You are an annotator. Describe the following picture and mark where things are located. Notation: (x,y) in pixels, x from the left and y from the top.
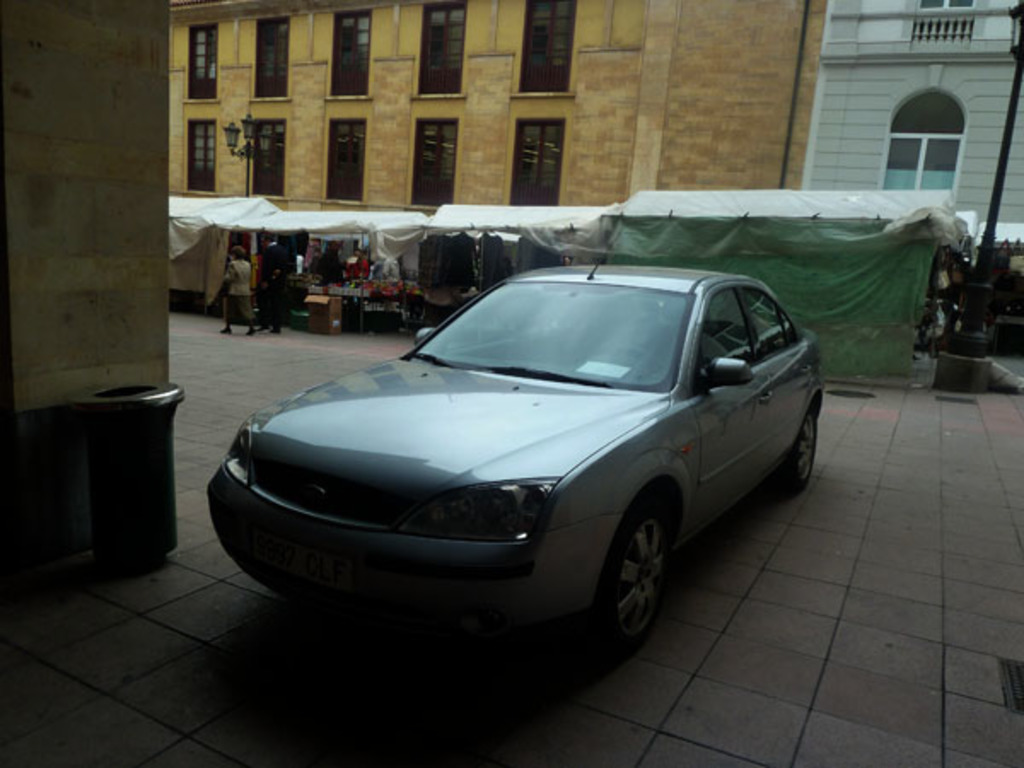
In this image I can see a car (487,428) and a trash can (113,399) just beside the car (465,421). I can see some stalls (834,224) in the center of the image (465,288) with some people (332,255). At the top of the image (189,152) I can see some buildings (988,134).
